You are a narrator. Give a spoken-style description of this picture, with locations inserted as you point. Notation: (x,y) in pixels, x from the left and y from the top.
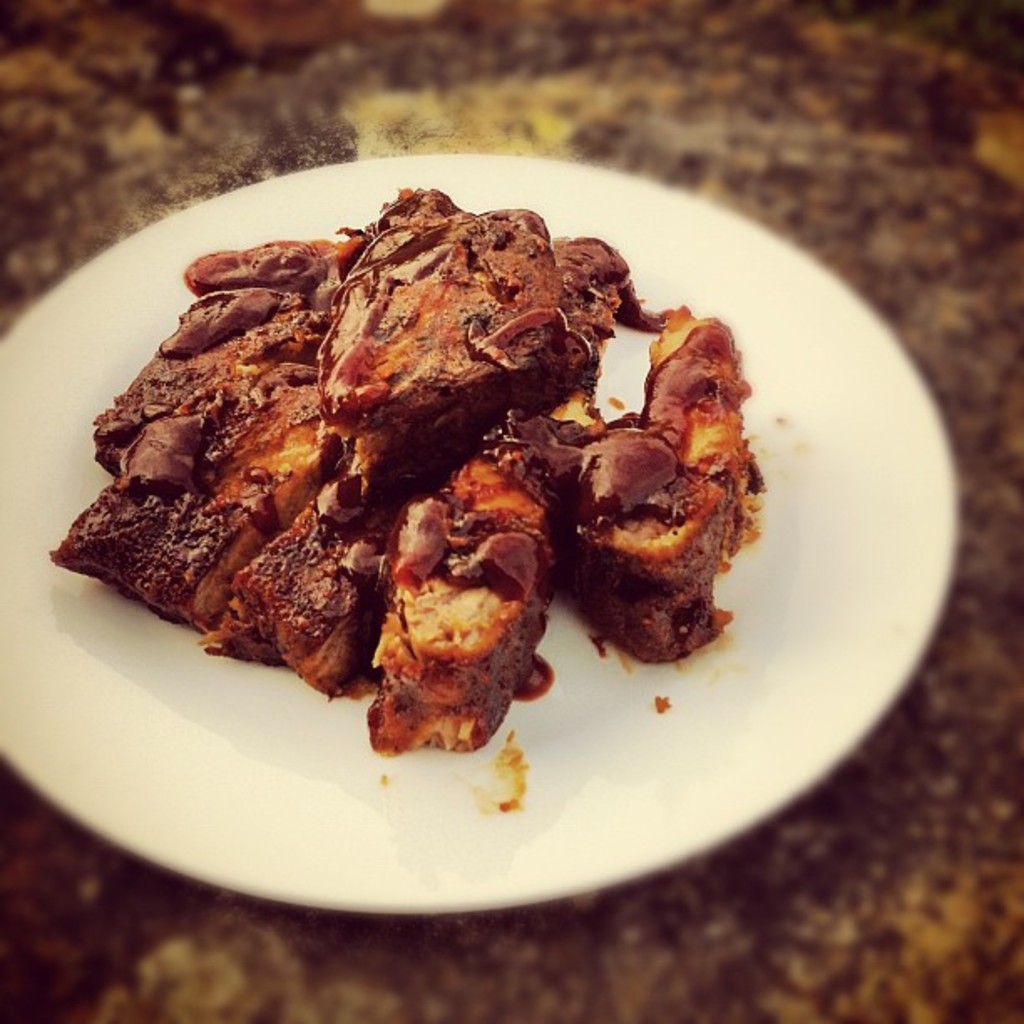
In this picture we can see food (600,589) in the plate (575,732).
